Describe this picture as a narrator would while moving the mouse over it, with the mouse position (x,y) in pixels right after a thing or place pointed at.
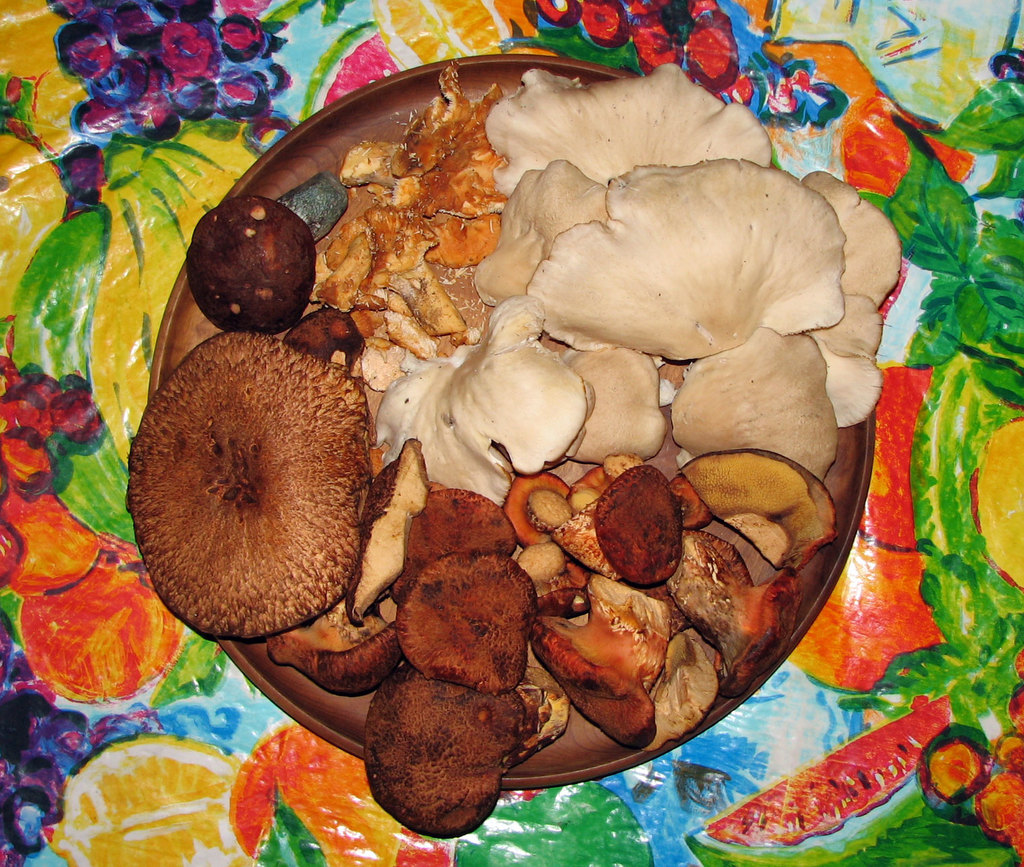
In this picture, we see a plate (712,719) containing the mushrooms (719,347) and some other eatables (379,374) is placed on the table (109,665). This table (35,425) is covered with a colorful sheet (125,228).
